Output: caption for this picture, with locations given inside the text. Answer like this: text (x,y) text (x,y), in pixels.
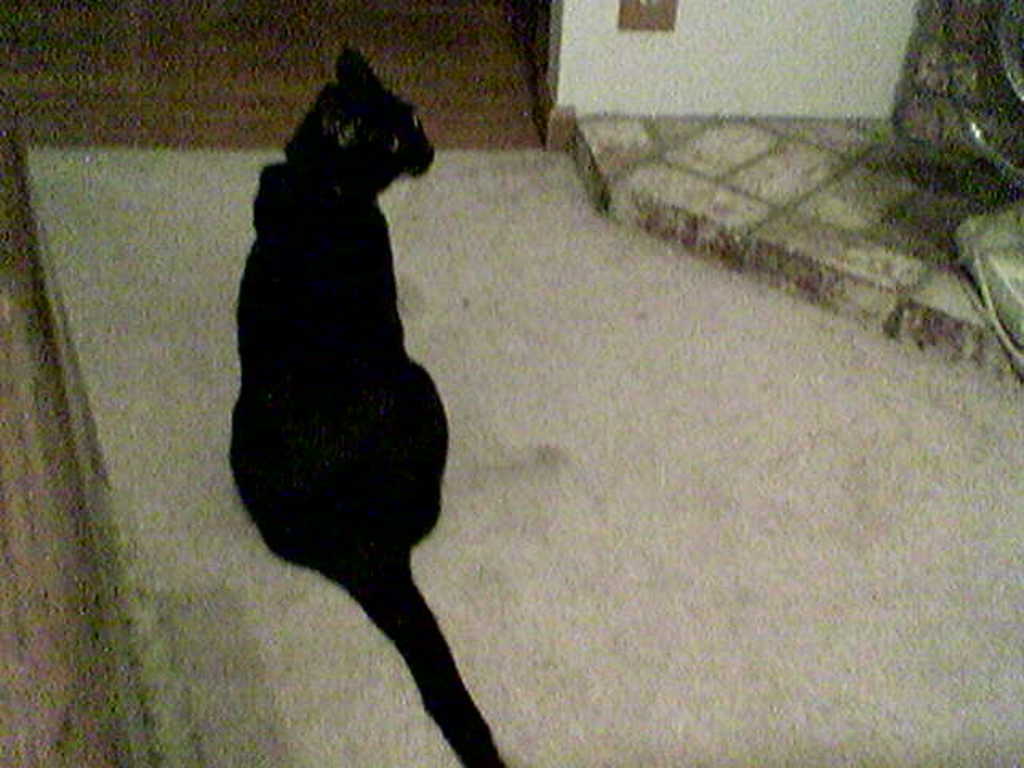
In this picture I can observe a black color cat (339,370) sitting on the floor (230,297). On the right side (710,50) I can observe a wall (686,42).
